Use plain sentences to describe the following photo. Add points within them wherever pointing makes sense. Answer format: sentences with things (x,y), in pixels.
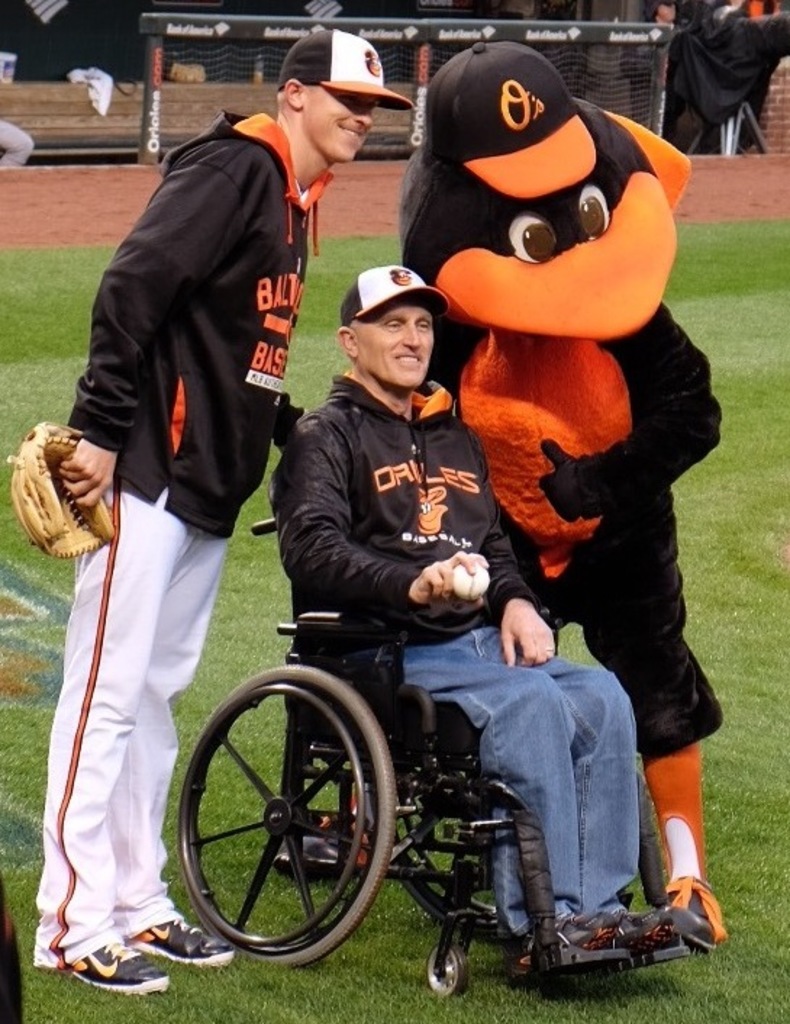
In this image I can see two people (142,389) are standing and one man (342,565) is sitting on a wheelchair (399,675). This person (558,459) is wearing a costume (550,376). In the background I can see the grass (219,633), a net (167,71) and other objects (512,37) on the ground (699,184). These people (146,514) are holding some objects (100,525) and wearing caps (299,46).
